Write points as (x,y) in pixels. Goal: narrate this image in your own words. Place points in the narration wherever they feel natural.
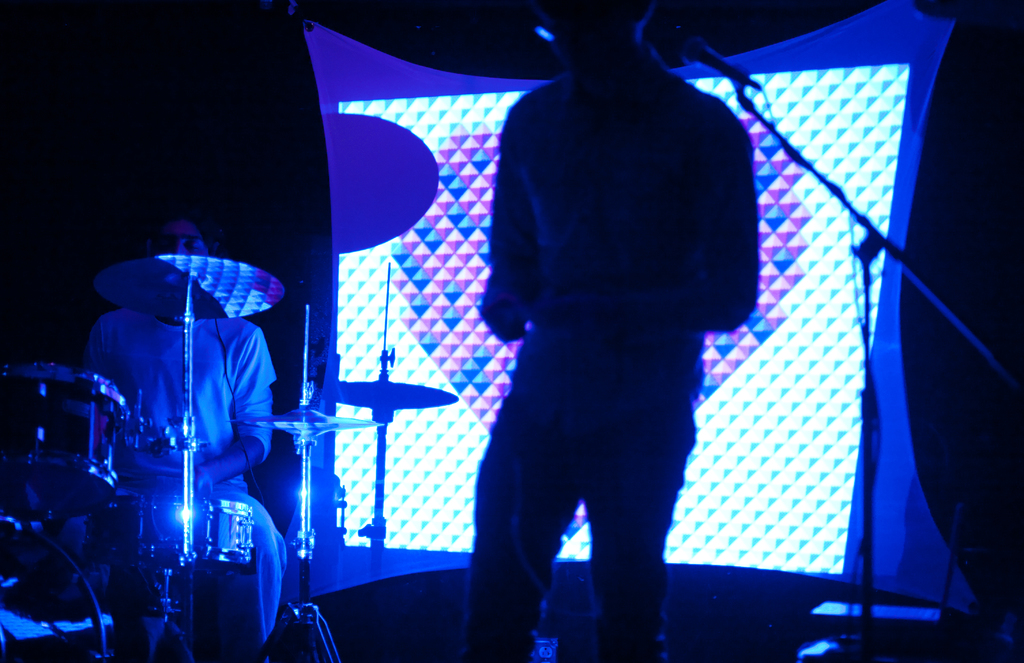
In this image we can see a person (586,297) standing on the stage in front of microphone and in the background of the image (163,422) there is a person (205,398) who is beating drums (171,509) there is white color cloth (428,188) on which we can see some light (463,256).
